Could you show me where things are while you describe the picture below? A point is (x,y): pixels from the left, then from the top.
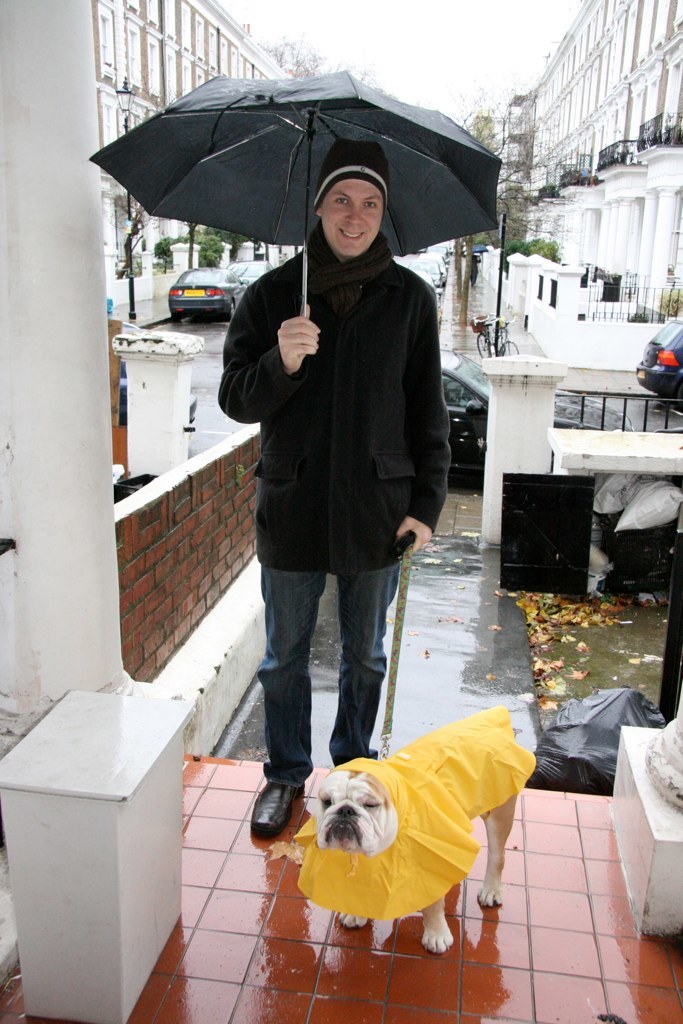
In this image I can see a person (353,386) standing and the person (356,426) is wearing black color dress (361,376) and the person (356,396) is holding a black color umbrella (225,126). In front (448,763) I can see a dog (502,847) which is in white and yellow color. Background (549,236) I can see few vehicles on the road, buildings (659,277) in white color, trees (519,205) in green color and the sky (398,48) is in white color.
